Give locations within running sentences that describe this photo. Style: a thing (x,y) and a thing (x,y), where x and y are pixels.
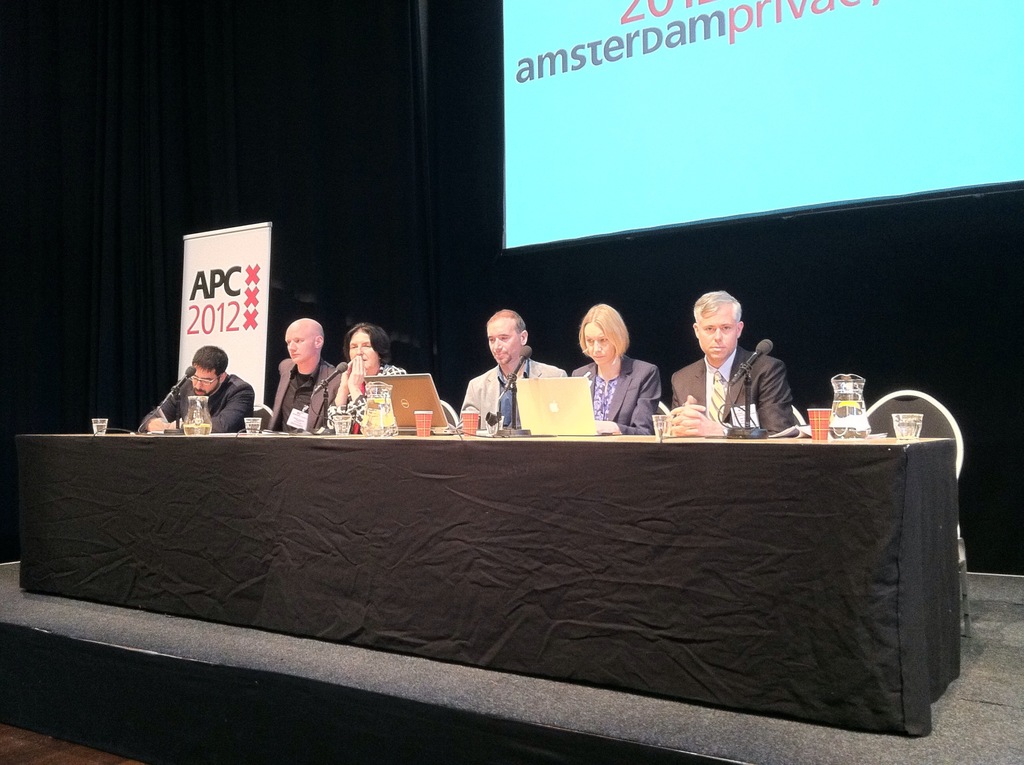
In this image we can see the people (495,382) sitting on the chairs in front of the table (490,587) and on the table (256,465) we can see the glasses (920,432), jugs (854,394), laptops (545,393) and also mike's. In the background (265,394) we can see the black color curtain (397,195) and also the display screen (750,147) with the text (655,12). We can also see the banner (233,315) with the text (228,282).
